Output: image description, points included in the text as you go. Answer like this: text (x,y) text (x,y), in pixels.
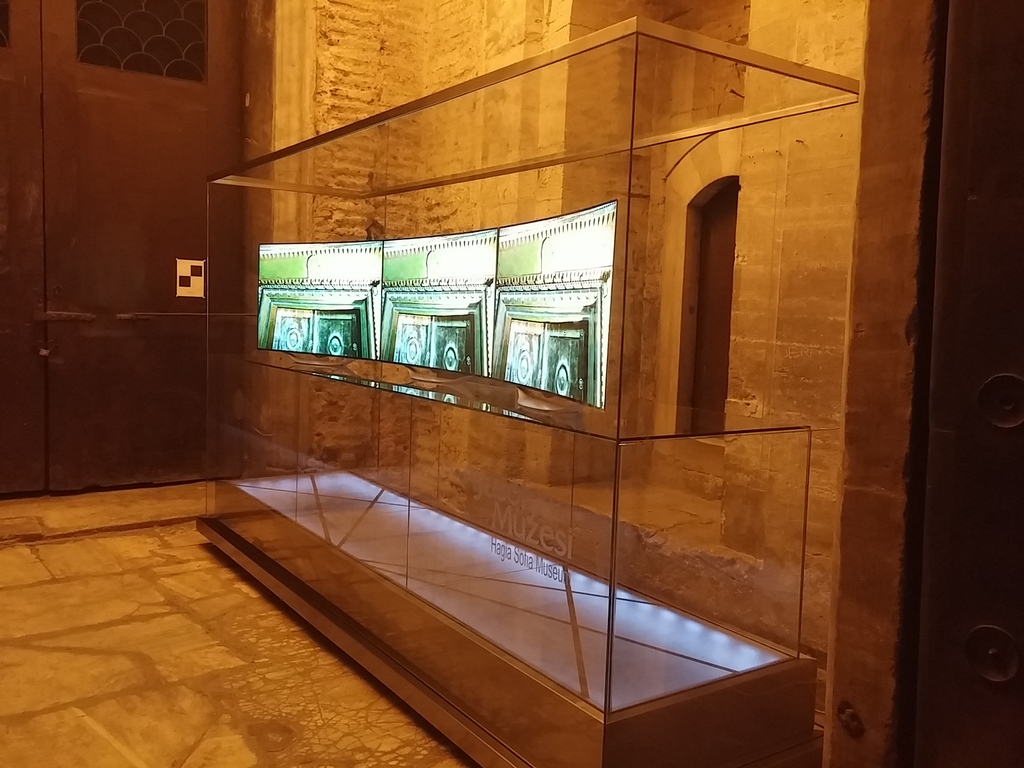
In this image, we can see a glass object (593,565) with a screen (518,373) and some text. We can see the ground (239,737) and the wall (625,491) with some object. We can also see the doors (688,367).
